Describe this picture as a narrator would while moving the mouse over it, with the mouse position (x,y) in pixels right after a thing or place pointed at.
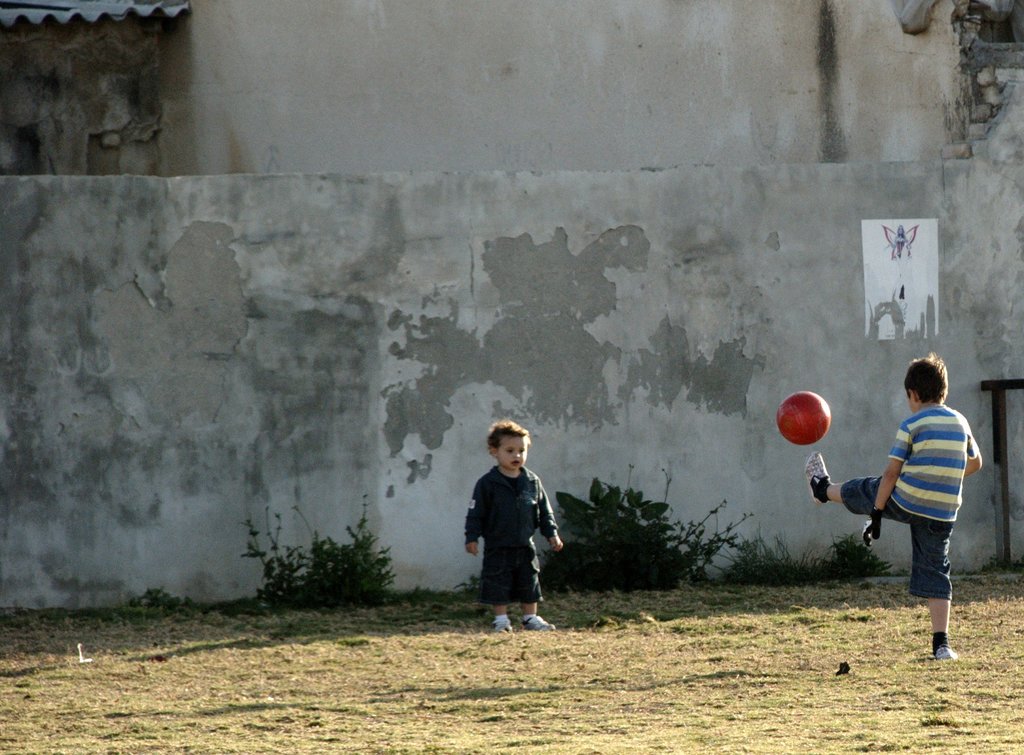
There is a boy (950,654) standing on the right side (869,544) and he is kicking a foot ball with his left leg (891,518). There is a boy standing in the center (540,484). There is a wall (368,373) in the background (253,208).
